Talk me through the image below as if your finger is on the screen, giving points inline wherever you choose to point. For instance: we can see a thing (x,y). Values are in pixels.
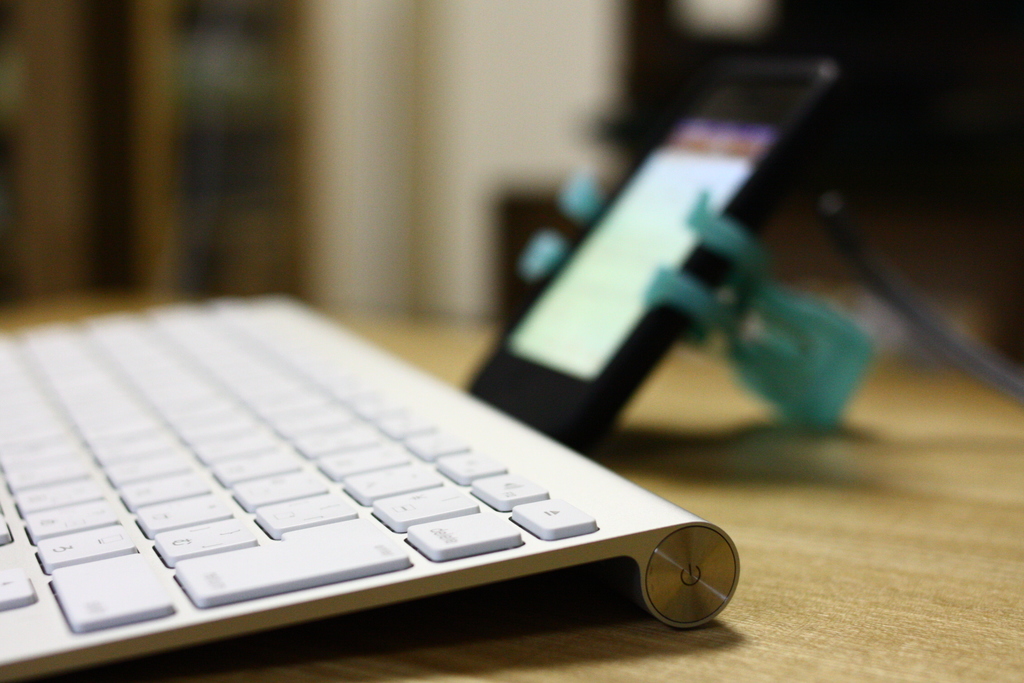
In this image I see a white keyboard (375,441) on which there are many keys (287,424) and I see a phone (639,236) over here and it is on the green color thing (756,255) and I see a wire (948,354) and these things (577,309) are on a light brown in color surface (939,453) and it is blurred in the background (64,282).
